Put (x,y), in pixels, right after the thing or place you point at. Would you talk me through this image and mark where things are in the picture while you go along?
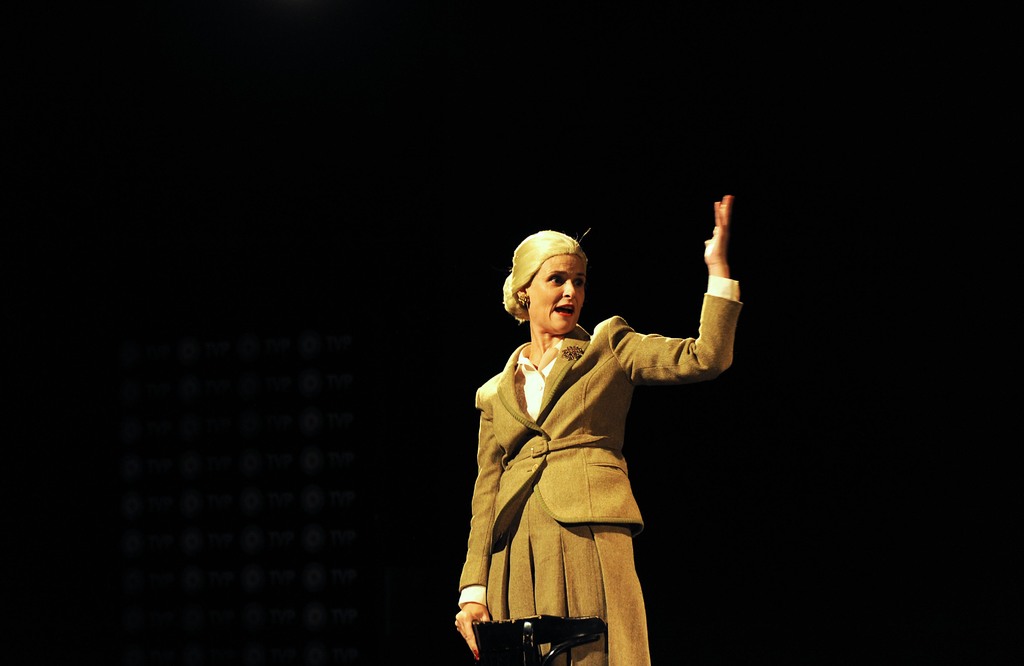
In this image, we can see a lady (529,535) is holding an object (527,621) and standing. We can also see the dark background (404,309).
